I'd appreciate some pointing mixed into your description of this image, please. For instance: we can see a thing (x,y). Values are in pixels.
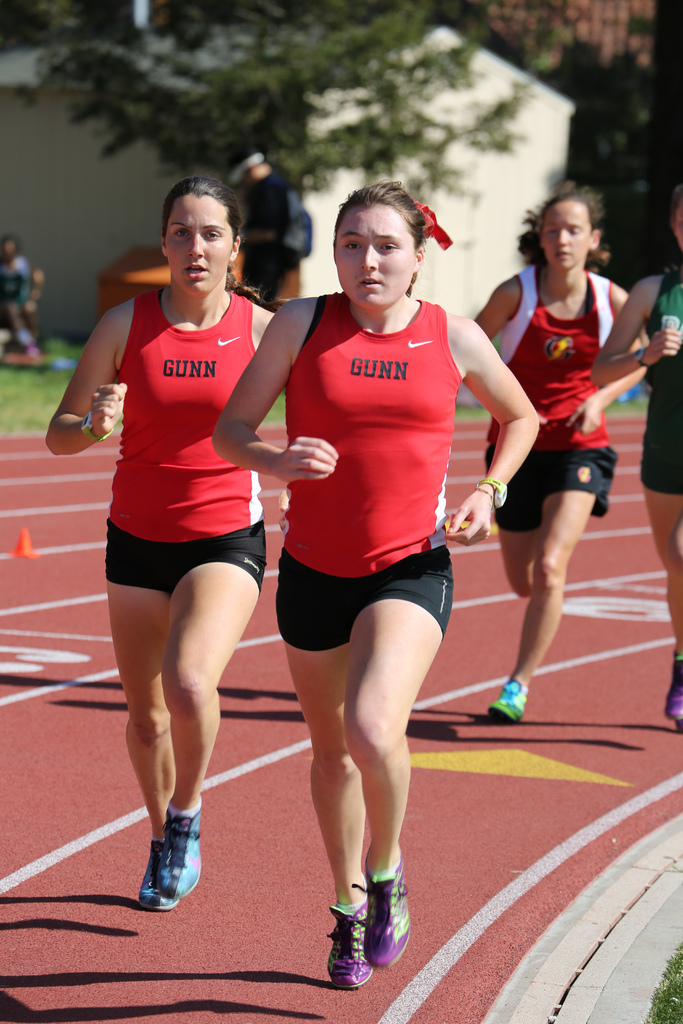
Here we can see few persons (410,459) are running on the ground (471,839). In the background (436,161) there is a house (454,194), trees (443,153), few persons (288,199) and other objects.
